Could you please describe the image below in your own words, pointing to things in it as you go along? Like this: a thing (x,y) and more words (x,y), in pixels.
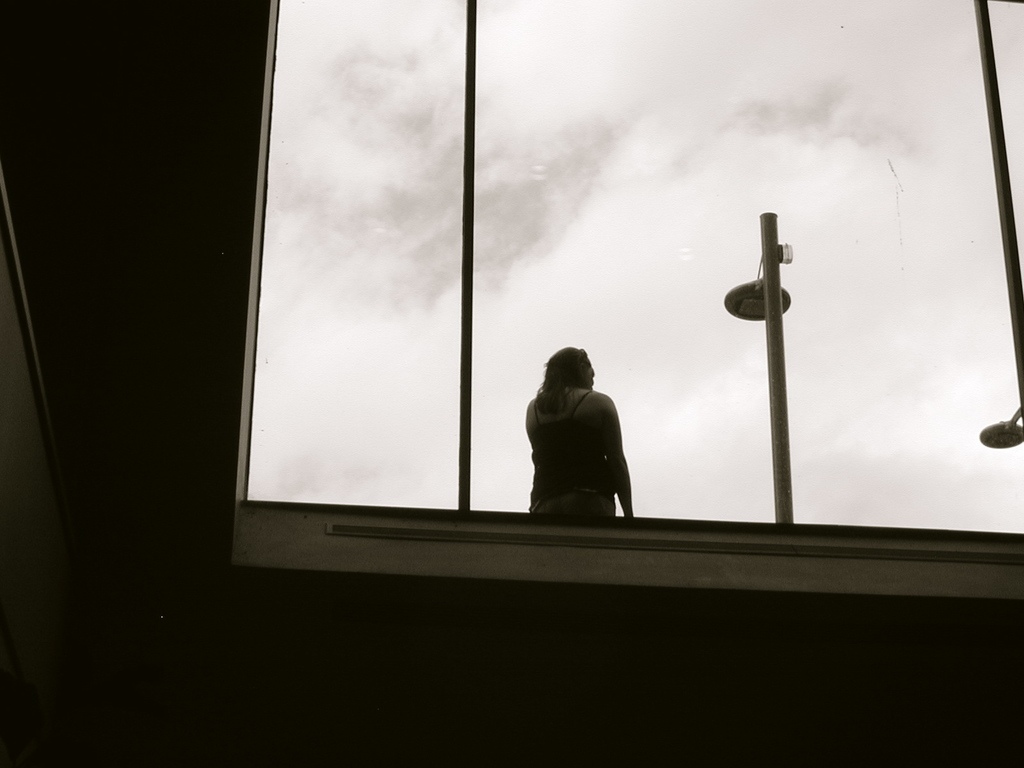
It seems like a roof (334,627) at the bottom of the image (310,608). We can see a person (543,422) in the middle of the image (581,436). In the background (560,154), we can see the sky (673,204) with clouds (737,182). And we can see the poles (467,319).
